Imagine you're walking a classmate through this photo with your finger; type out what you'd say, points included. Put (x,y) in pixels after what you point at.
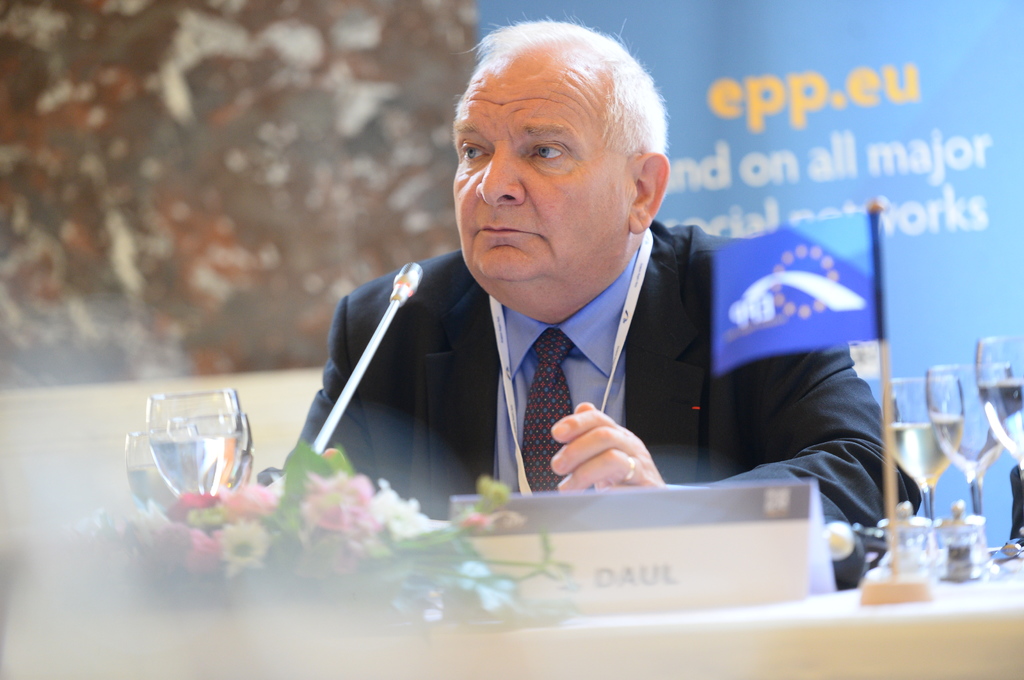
In this image we can see a person (498,394) wearing a tag (509,384). In front of him there is a mic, glasses (214,418), flower bouquet (306,496), flag (822,279), name board (668,518) and few other items (885,527). In the background (800,172) there is a banner (748,102) with something written.
